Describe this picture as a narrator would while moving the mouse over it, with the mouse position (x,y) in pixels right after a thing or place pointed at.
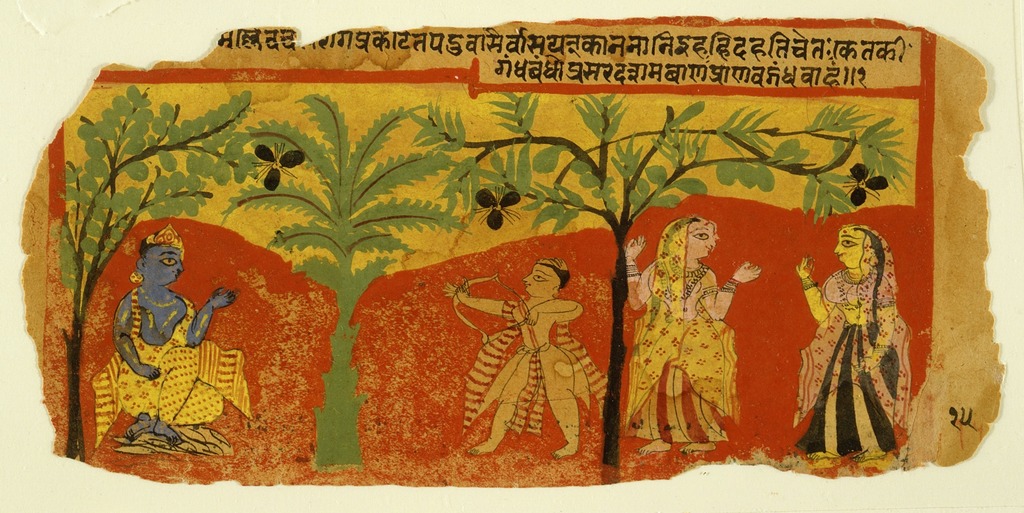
In this image there is a poster (166,231) on the wall (10,428), where there are people (682,241), trees (761,112), letters (862,80) and numbers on the poster (508,308).
